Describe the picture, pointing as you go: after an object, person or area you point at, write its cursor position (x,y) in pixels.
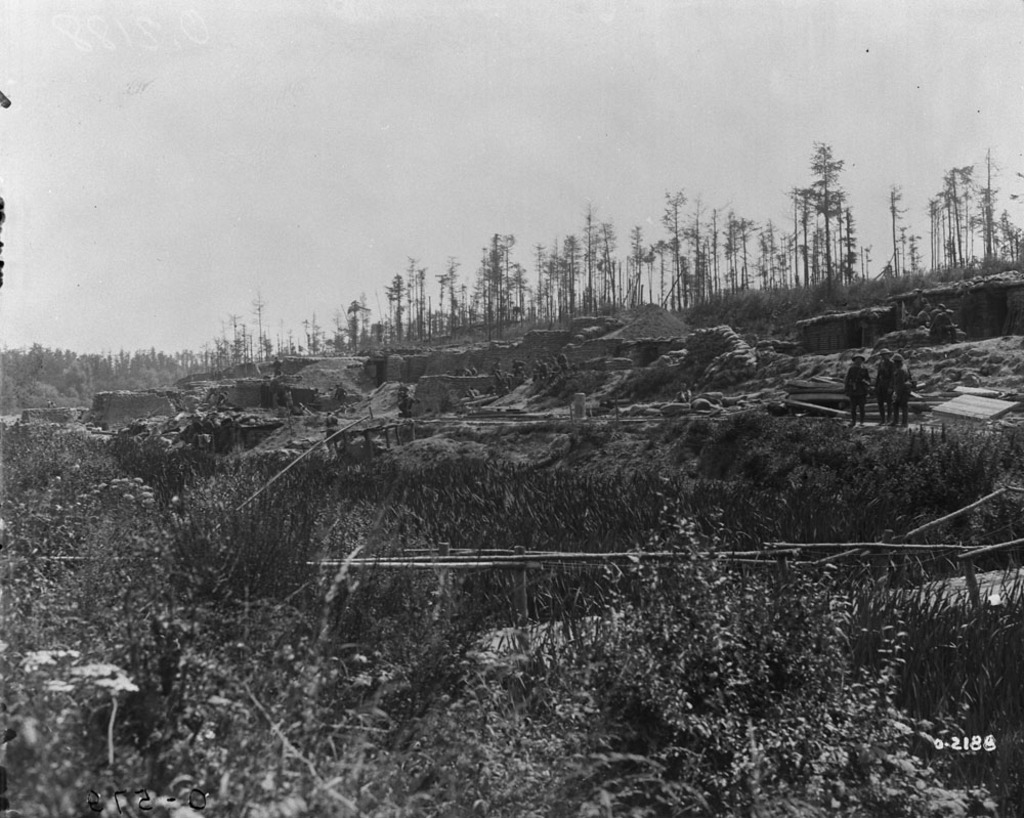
This image consists of many trees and plants (227,464). In the background (581,358), there are walls (632,358). And there are three persons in this image. At the top (128,136), there is a sky (225,164).
